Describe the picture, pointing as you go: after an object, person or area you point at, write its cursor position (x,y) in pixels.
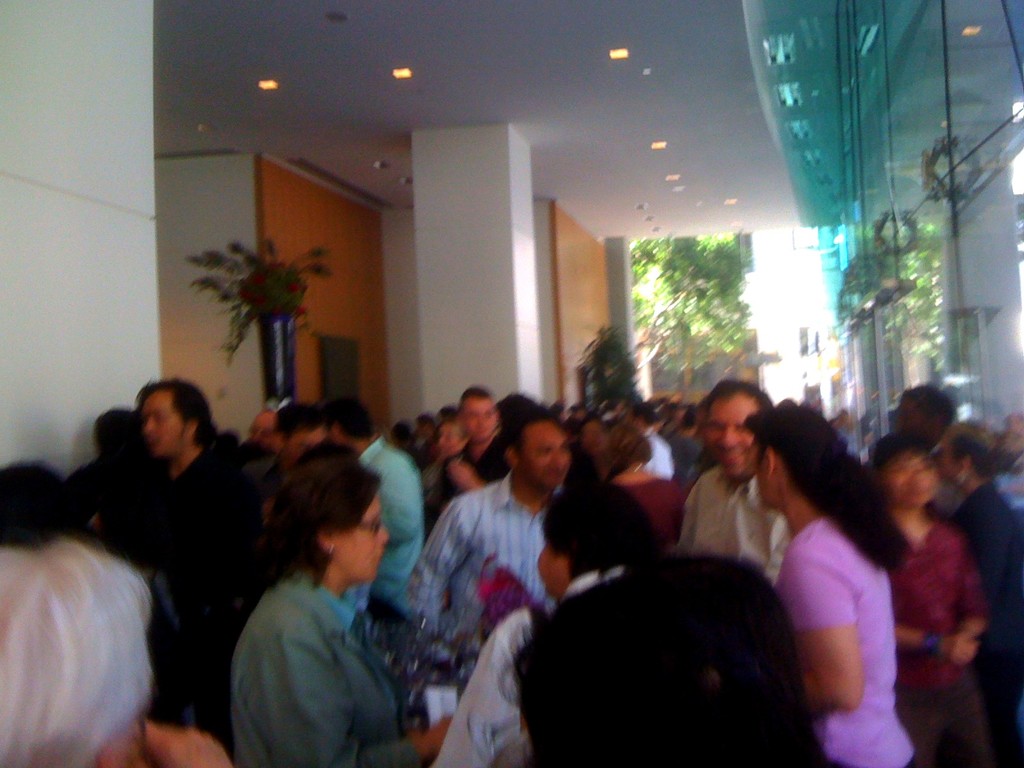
There are many people (495,540). On the ceiling (510,99) there are lights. On the right side (973,202) there is a glass wall (949,225). On the left side (322,264) there is a flower bouquet (259,288), pillar (466,261) and wall (188,250). In the background (665,296) it is blurred.
